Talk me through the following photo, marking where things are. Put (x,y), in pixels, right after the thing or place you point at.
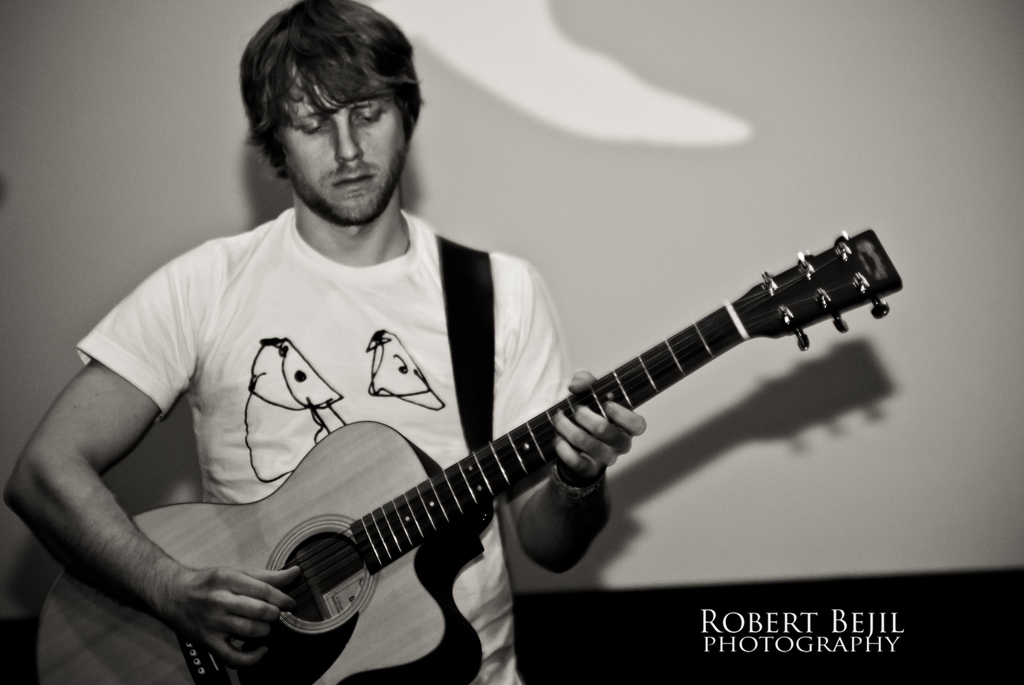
In this image we can see a man (515,365) holding a guitar (444,509) in his hands (226,575) and playing it.
